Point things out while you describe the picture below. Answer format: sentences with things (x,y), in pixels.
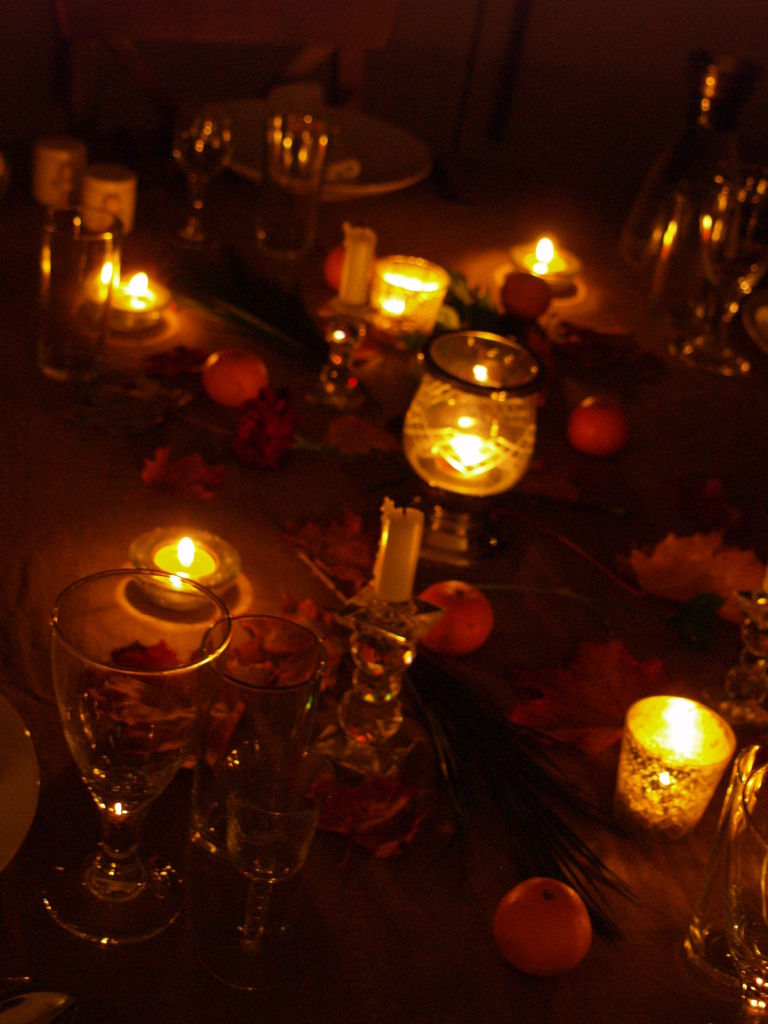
On a table (219,228) there are some glasses (312,714) and plates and the table (172,234) is decorated with beautiful candles (451,446) and fruits (440,621) and flowers (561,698).
